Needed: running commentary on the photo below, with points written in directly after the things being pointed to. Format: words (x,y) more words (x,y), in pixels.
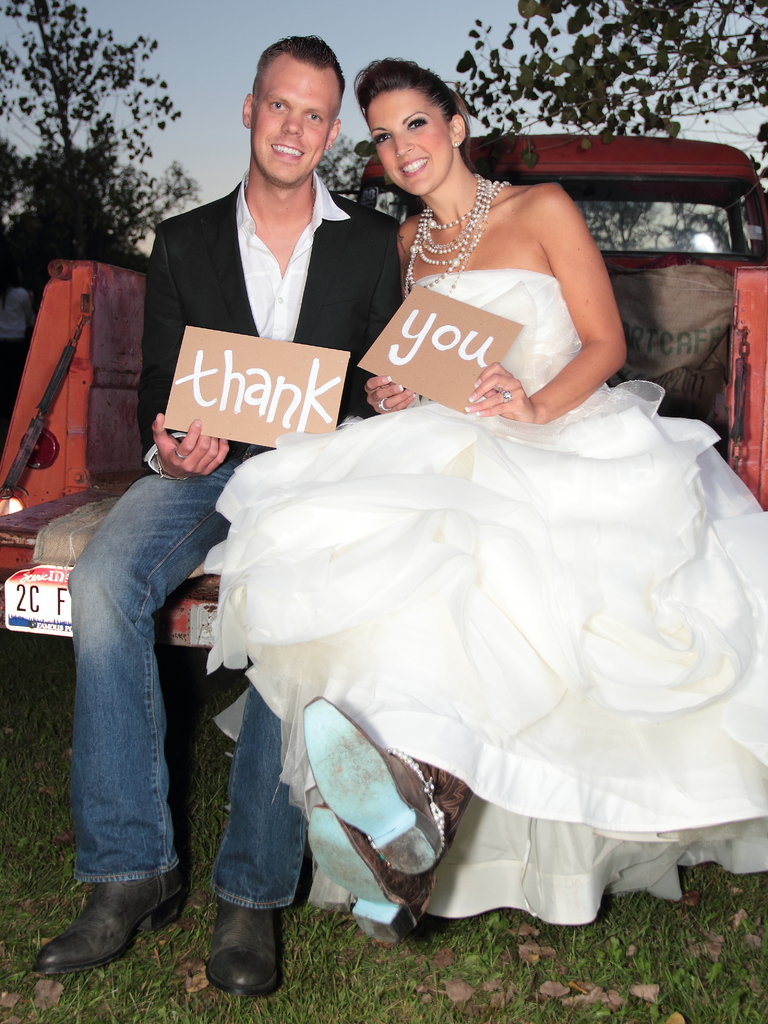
In this image I can see a person (587,587) wearing white colored dress (503,523) and another person (275,313) wearing white, black and blue colored dress (218,303) are sitting on a truck (112,428) and holding boards (312,386) in their hands (376,376). I can see a truck (102,431) which is orange in color and in the background (653,91) I can see few trees (169,112) and the sky (140,125).
